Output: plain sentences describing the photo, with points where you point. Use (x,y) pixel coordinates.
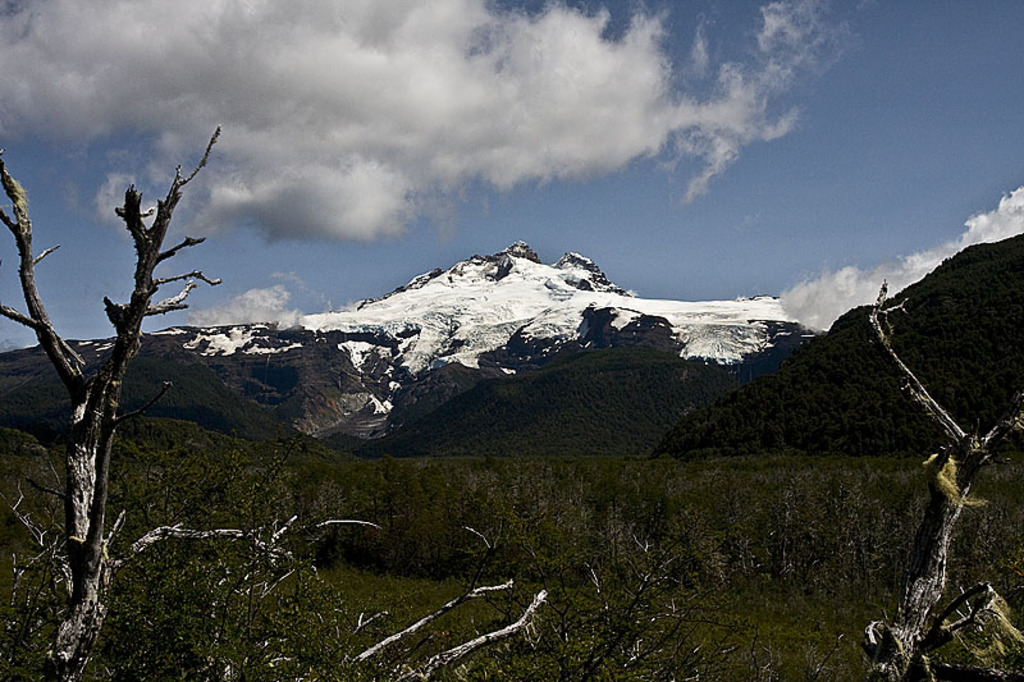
In this picture there are mountains (661,334) and trees (160,552). At the top (774,193) there is sky (737,191) and there are clouds (292,103). At the bottom (770,521) there are plants (677,484) and there is grass (387,592).
